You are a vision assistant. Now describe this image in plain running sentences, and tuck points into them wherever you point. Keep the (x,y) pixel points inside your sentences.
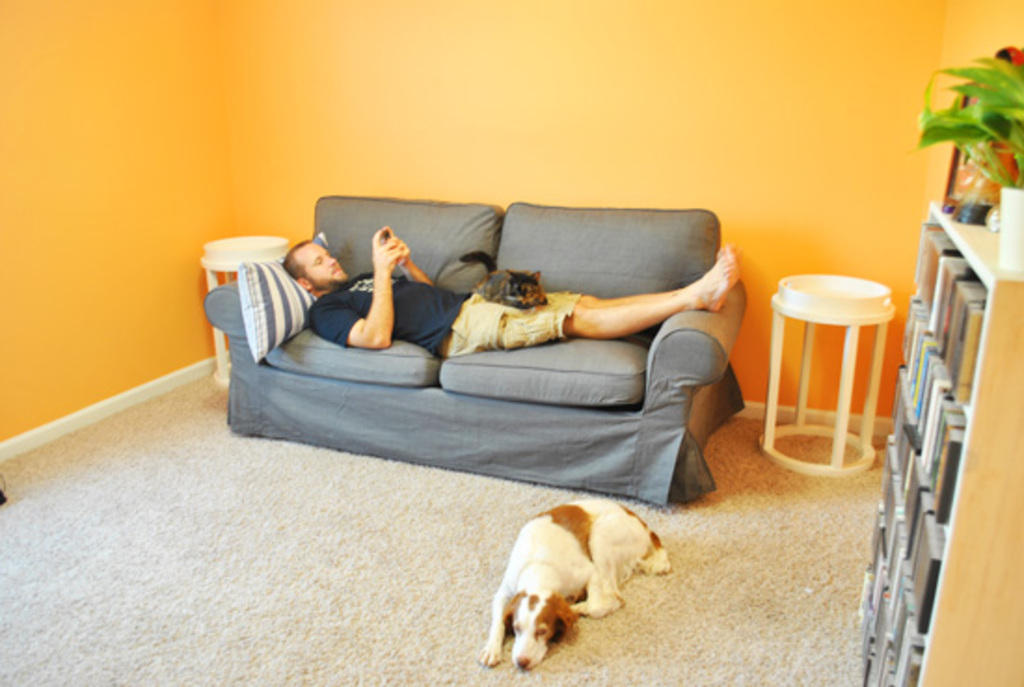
In this image the person (354,311) is lying on the couch (567,340) and there is a cat (520,282) on the person (501,313). On the floor (411,567) there is a dog (581,553) lying. There is a table (810,332) and a rack (1017,541) at the back side (149,61) there is a orange wall (172,125).
